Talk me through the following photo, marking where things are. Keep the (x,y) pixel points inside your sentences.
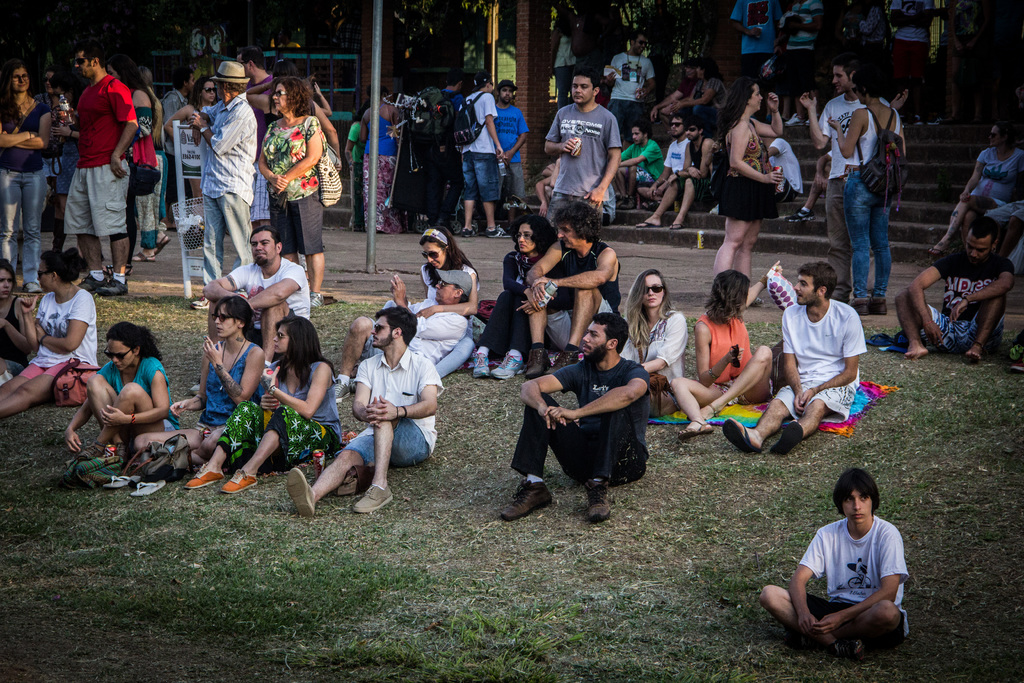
There are people (808,334) sitting on the grassland (335,334) in the foreground area of the image (642,336), there are people (505,104) some are standing and sitting on the stairs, there are poles (487,40), pillar (729,41) and trees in the background (536,52).
